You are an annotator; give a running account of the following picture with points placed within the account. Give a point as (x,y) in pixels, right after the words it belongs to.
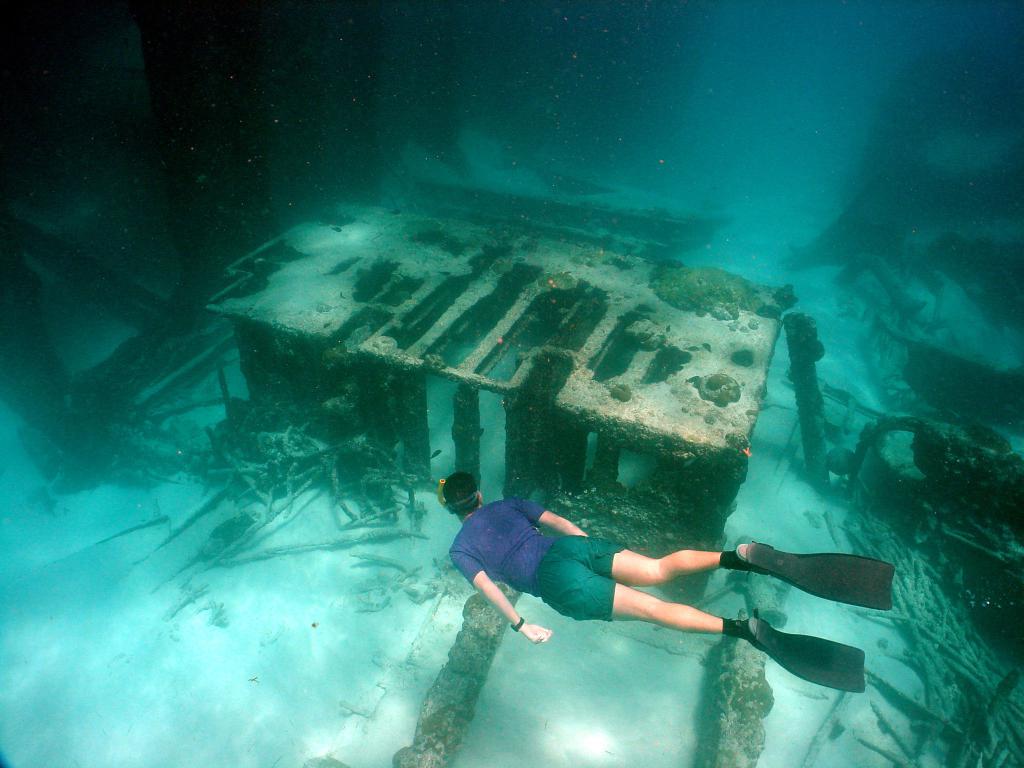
At the bottom of the image (714,560) we can see a man (714,560) is swimming in the water (804,483) and wearing dress (545,568), watch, swimming foot paddles (844,658). In the background of the image (668,637) we can see the twigs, bricks (458,702), sand (304,640) and shed (485,330).
